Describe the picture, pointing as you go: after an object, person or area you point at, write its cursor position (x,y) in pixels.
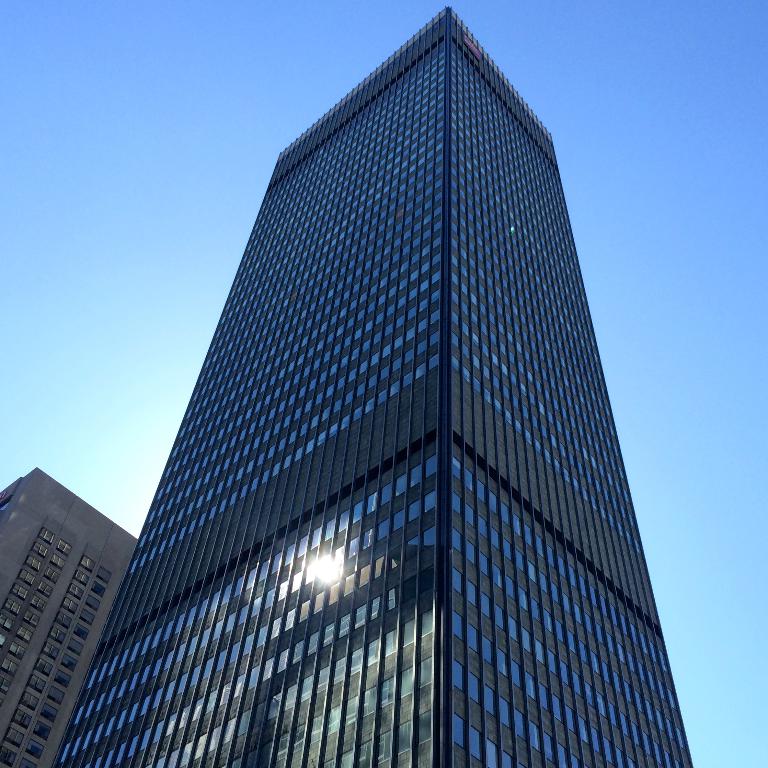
In this picture I can see buildings (230,507) with glass windows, and in the background (750,331) there is the sky (635,204).
